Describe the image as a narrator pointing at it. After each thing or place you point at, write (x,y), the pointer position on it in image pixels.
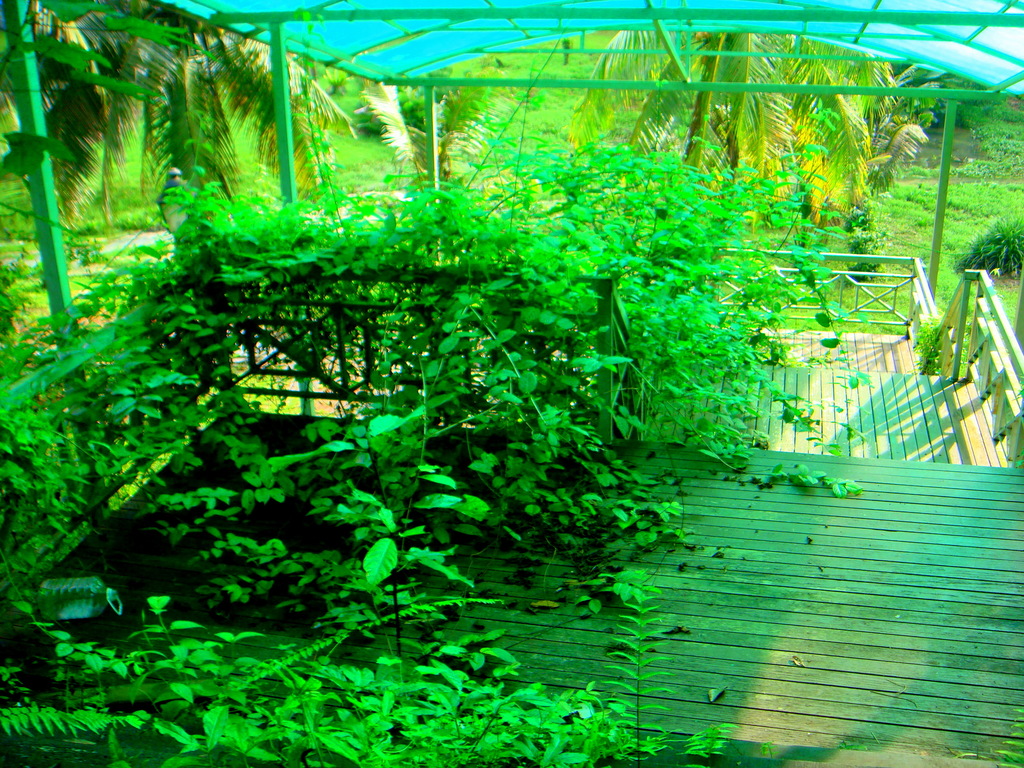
In this picture we can see there are plants (259,461) on the fence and an object (83,594) on the wooden floor (126,593) and behind the fence (348,291) there are trees (176,140), light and at the top (588,14) there is a roof (402,77).
